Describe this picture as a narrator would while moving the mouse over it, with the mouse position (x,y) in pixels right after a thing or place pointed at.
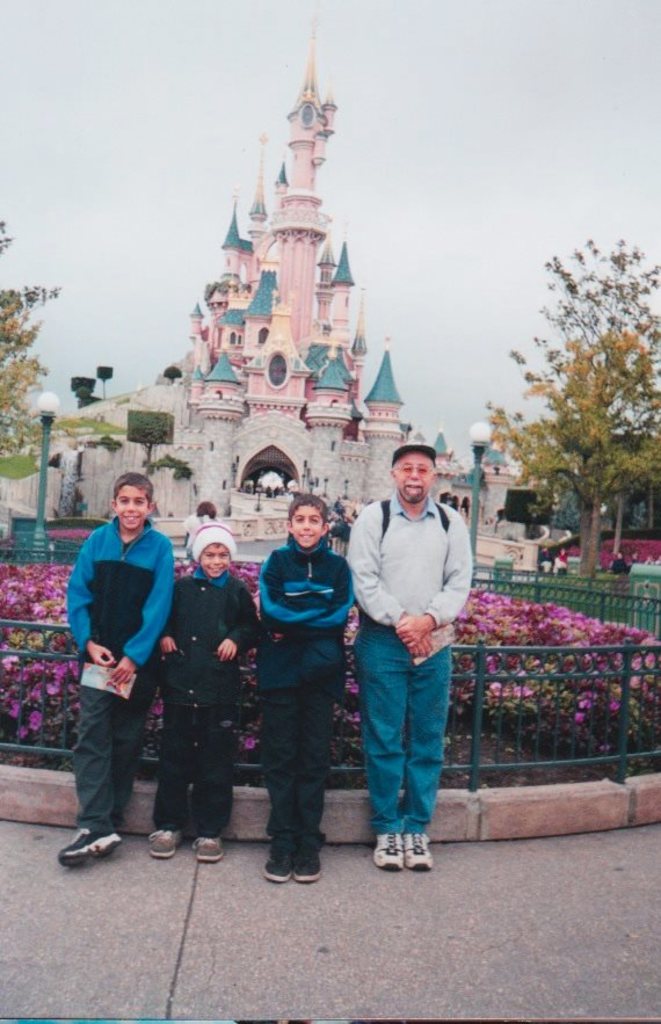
Here we can see four persons (231,766) posing to a camera and they are smiling. There are plants (22,576) with flowers (547,704). Here we can see trees (10,438), poles (475,523), lights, and a building (222,430). In the background (273,250) there is sky (319,79).
